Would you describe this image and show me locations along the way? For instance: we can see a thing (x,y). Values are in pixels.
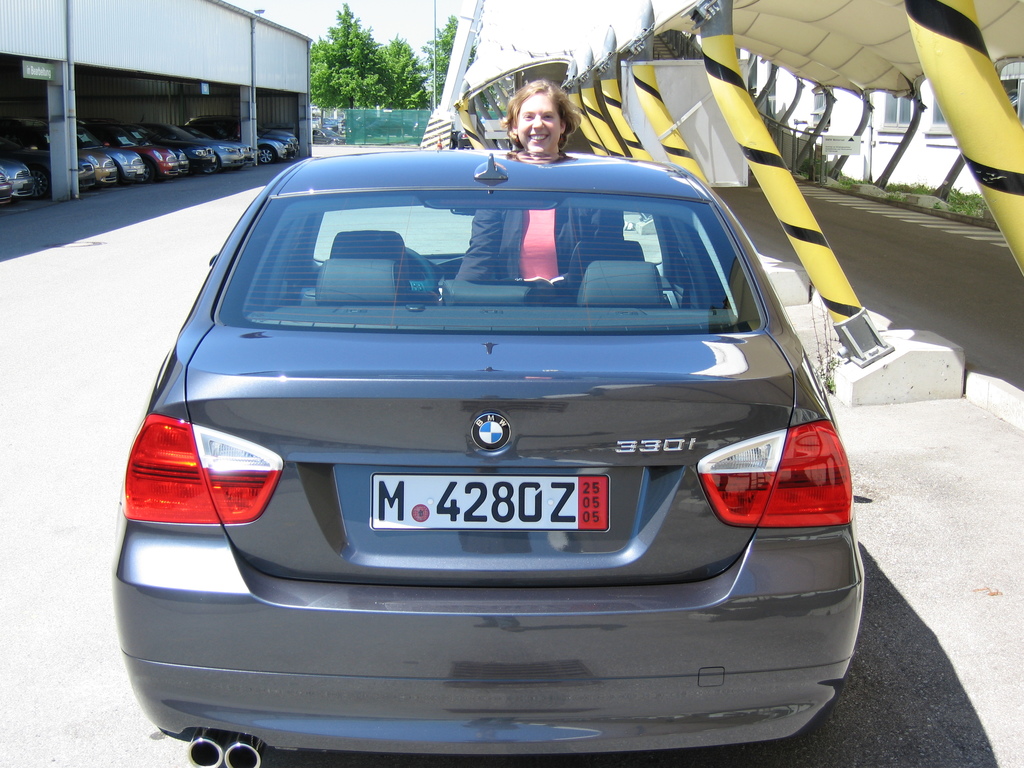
In this image I can see a person (518,130) behind the car (488,344). On the left side (149,140) I can see some vehicles (173,158) in the shed (168,79). In the background (370,78), I can see the trees (389,72).
